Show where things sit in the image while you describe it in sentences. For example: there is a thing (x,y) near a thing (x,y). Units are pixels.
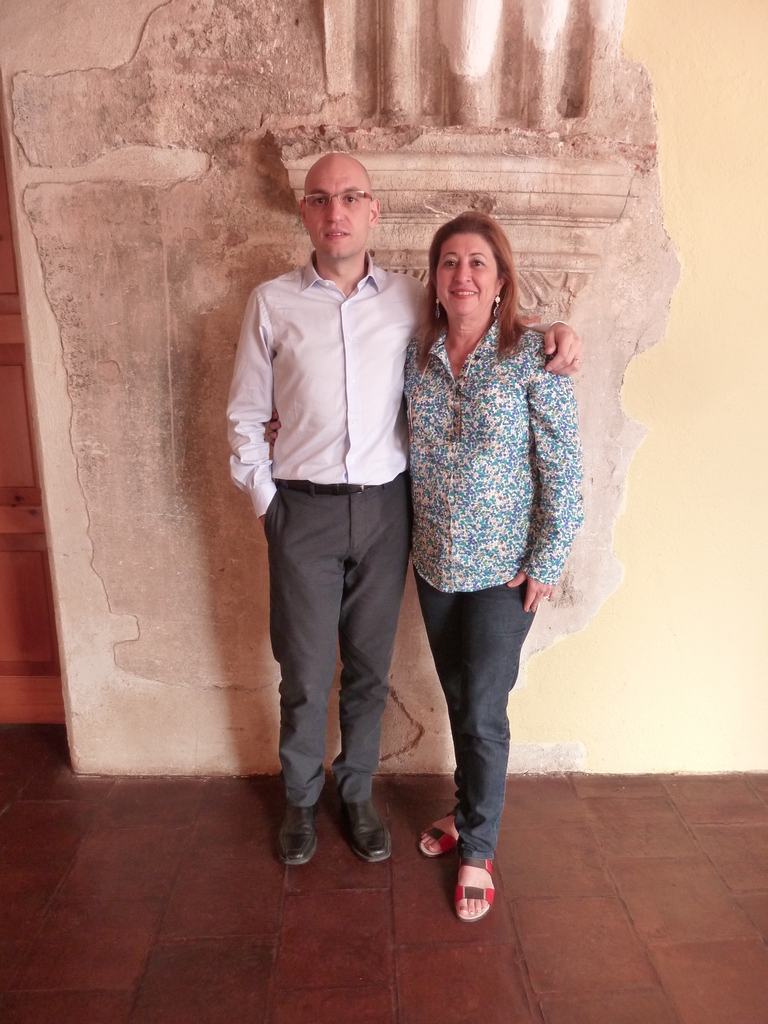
In the center of the image (502,396) we can see two people (442,349) are standing. In the background of the image (754,126) we can see the wall (717,231). On the left side of the image (2,292) we can see a door (11,365). At the bottom of the image (380,941) we can see the floor (467,948).
